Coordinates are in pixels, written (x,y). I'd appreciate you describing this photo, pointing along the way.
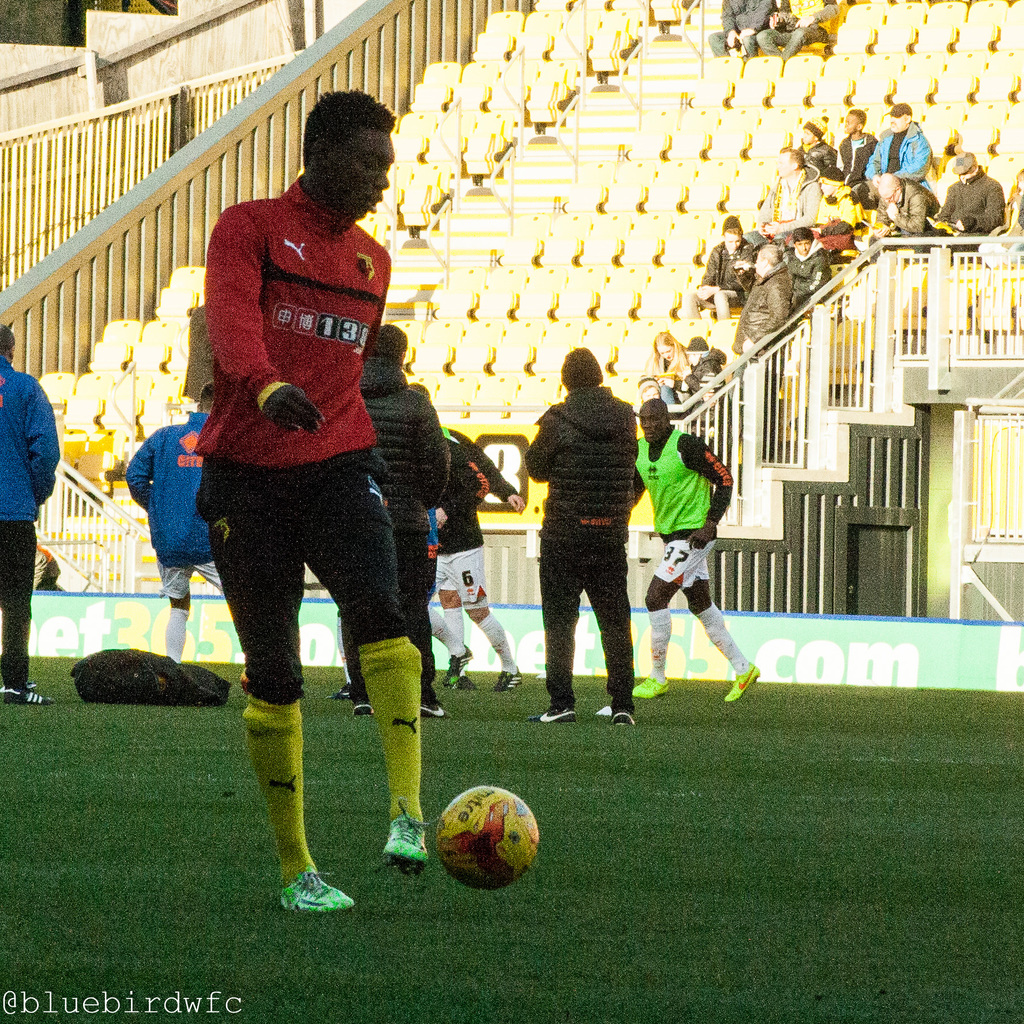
Few persons (436,553) standing. This is ball (456,818), This is grass (894,784). Few persons (907,235) sitting on the chair (768,148). This is hoarding (834,641).
